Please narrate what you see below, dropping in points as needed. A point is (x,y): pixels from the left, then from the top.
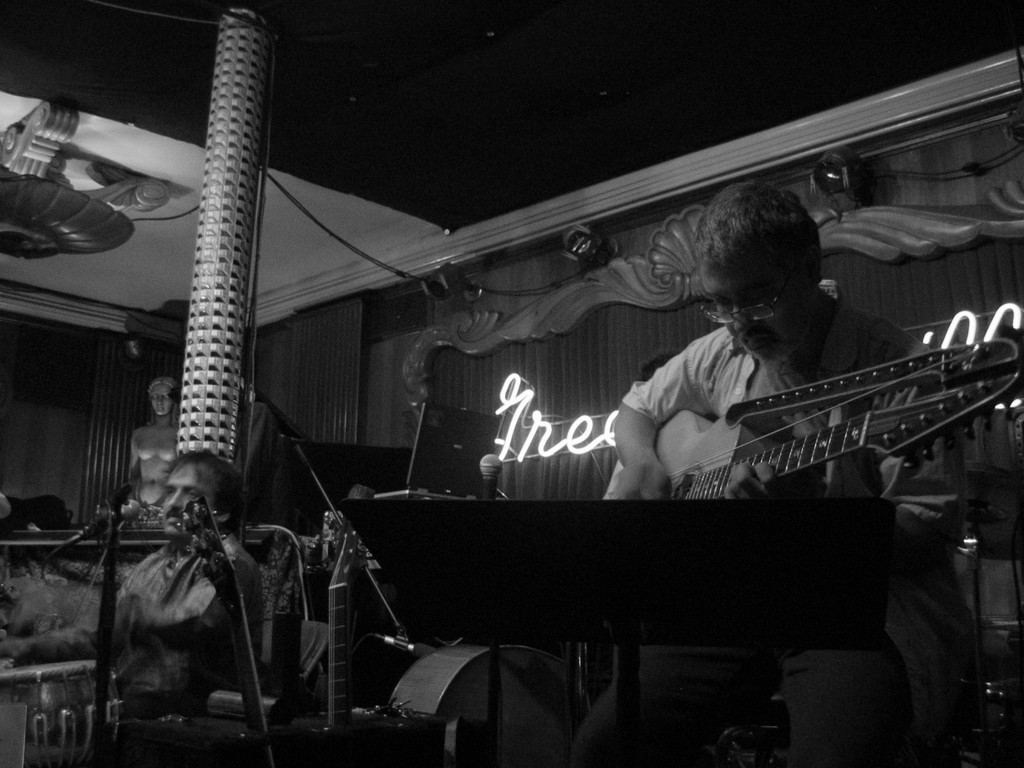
In the picture we can see a man (735,382) holding a guitar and playing it and besides, we can see another person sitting on the chair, and with some musical instruments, and in the background (211,278) we can see a pillar (198,269), with a wall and some lights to it.
